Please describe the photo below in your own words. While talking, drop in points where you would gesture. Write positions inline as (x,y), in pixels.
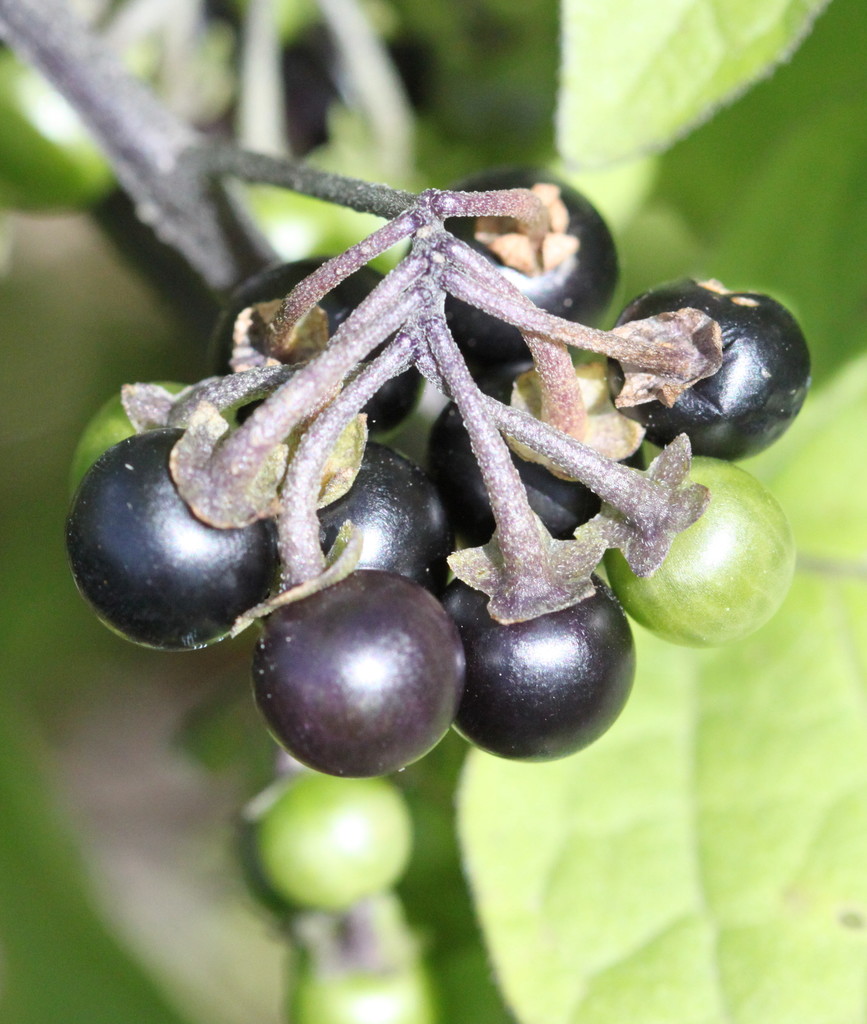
In this image we can see group of fruits (551,705) on the stem (141,114) of a plant (98,94).
